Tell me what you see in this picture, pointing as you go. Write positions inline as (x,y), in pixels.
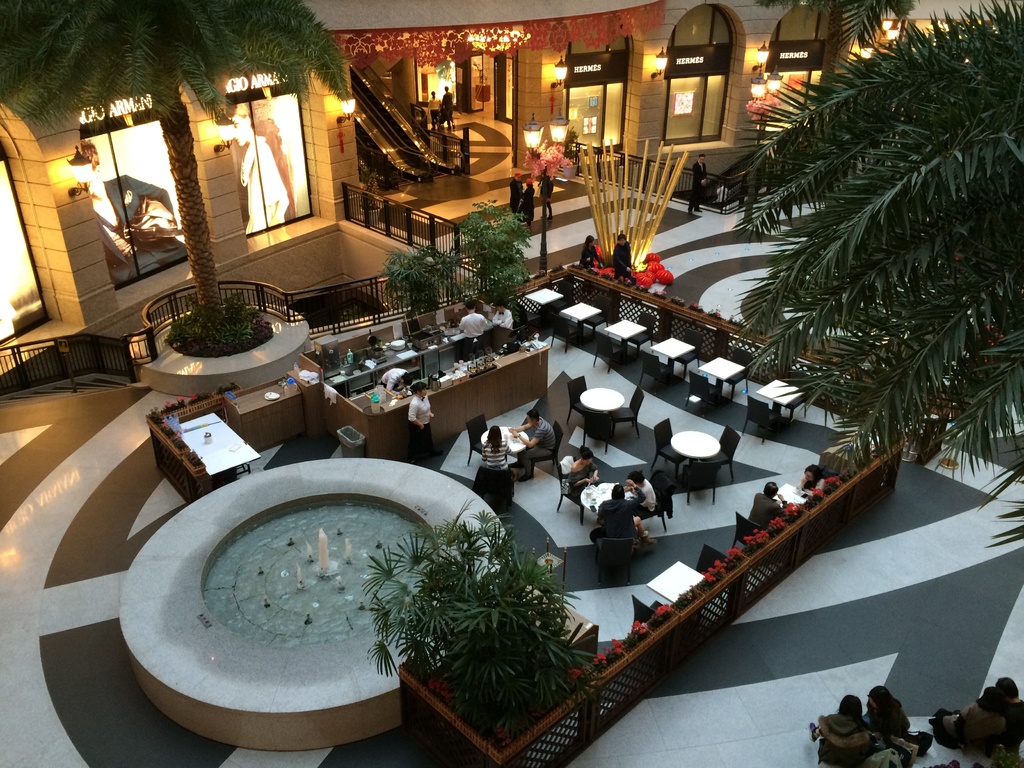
In this picture we can observe some people (539,434) sitting in the chair (558,447) around the white color tables (548,294). We can observe a desk (400,409) and some people (467,303) here. There is a fountain (334,524) on the left side (267,562). There are some plants (261,342) and trees (817,261). In the background (411,155) we can observe glass doors (281,190), escalators (399,159) and some people (514,173). We can observe a black color railing (462,165).
